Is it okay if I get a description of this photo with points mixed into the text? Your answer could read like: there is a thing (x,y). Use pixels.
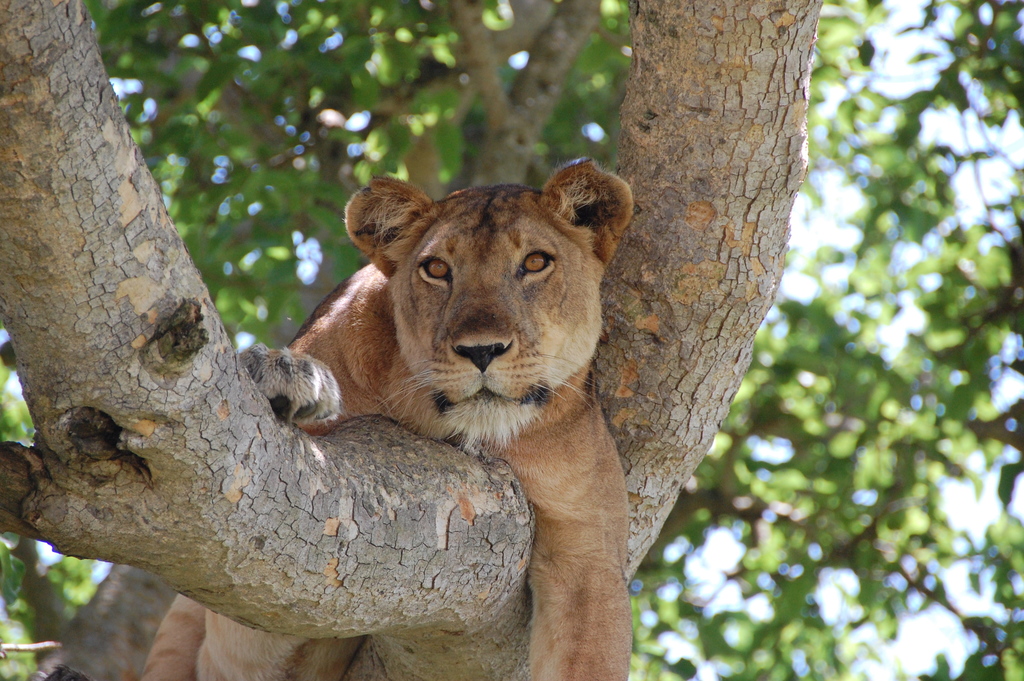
In this image we can see a lion (393,347) on the branch (487,483). In the background (293,201) there are trees (920,204) and sky (918,130).
